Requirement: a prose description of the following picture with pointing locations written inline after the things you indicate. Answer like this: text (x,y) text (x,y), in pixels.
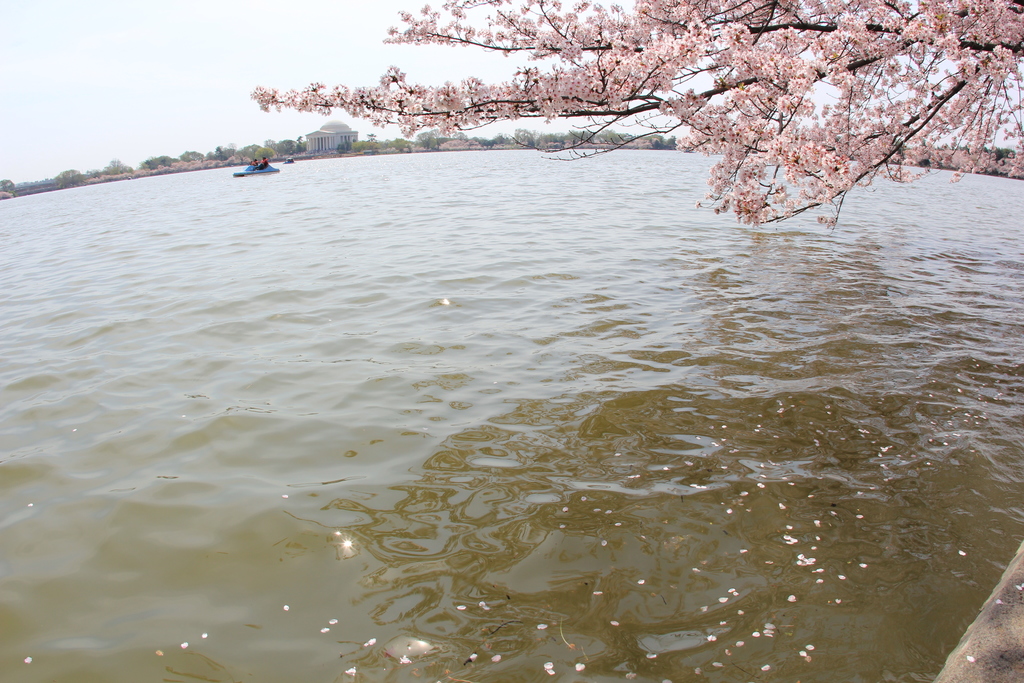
In this image I can see boats (270,171) on the water (312,348). In the background (337,141) I can see trees (275,148), a building (352,142) and the sky (363,132).
